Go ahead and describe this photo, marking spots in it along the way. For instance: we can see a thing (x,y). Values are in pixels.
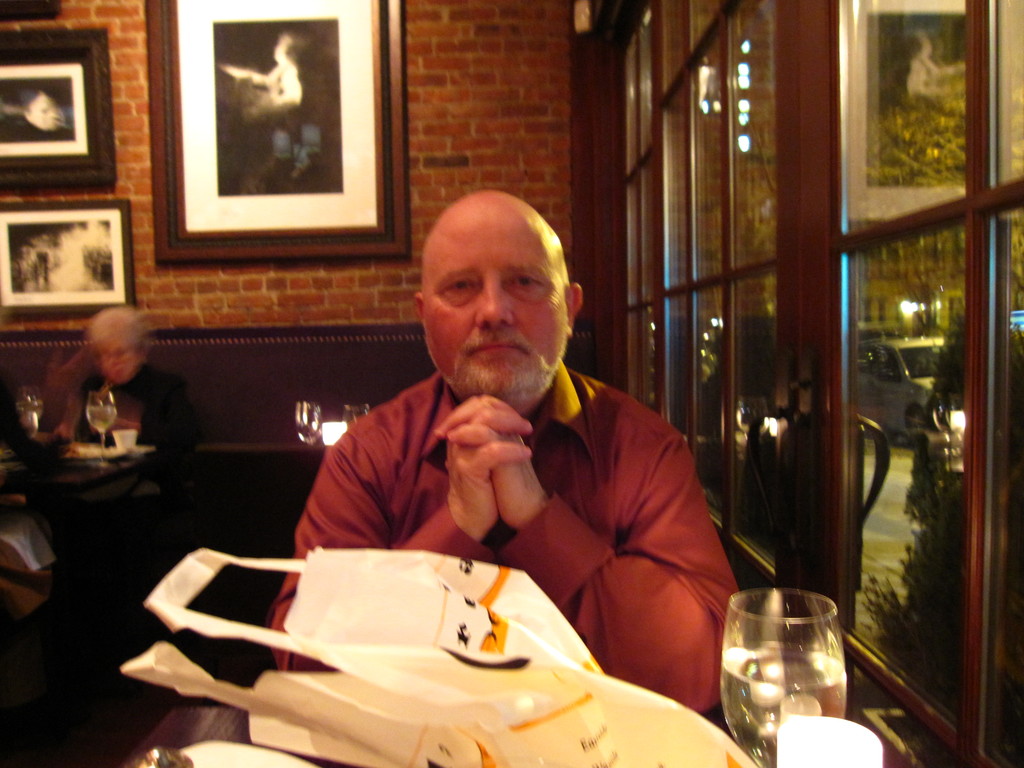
As we can see in the image there is a brick wall (504,98), photo frames (347,88), two people (556,498) sitting on chairs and there is a table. On table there are glasses (100,403), cover (422,649), plate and a man (610,412) who is sitting here is wearing red color shirt (633,520).
